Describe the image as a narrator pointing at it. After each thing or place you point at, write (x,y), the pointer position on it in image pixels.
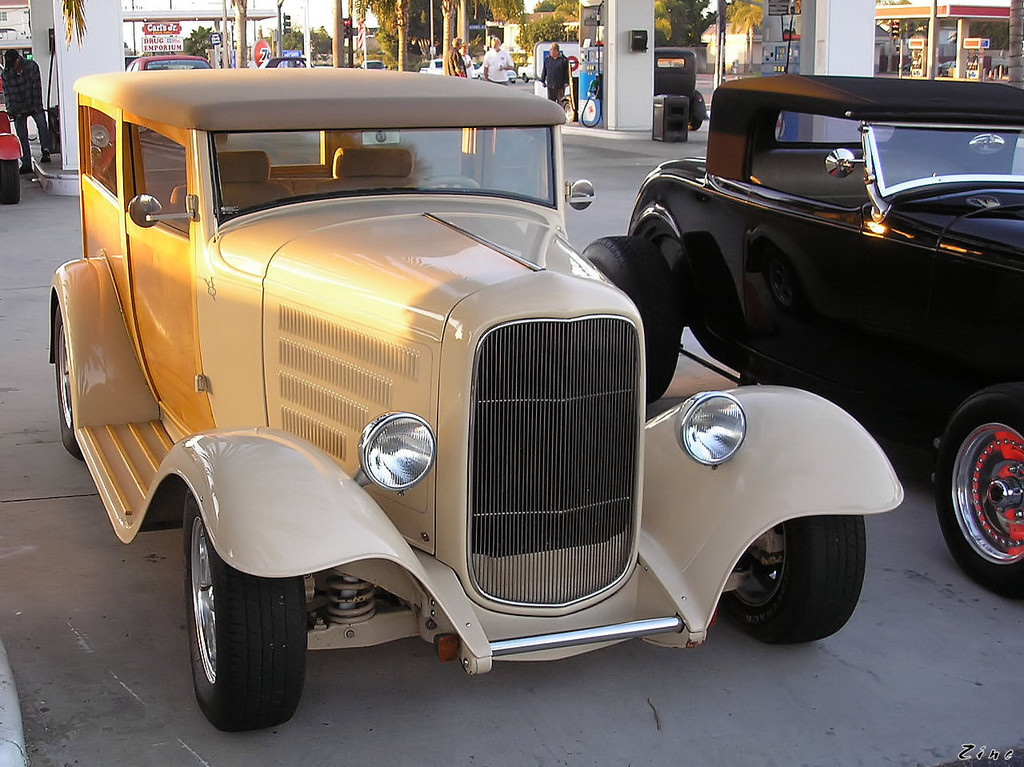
In the center of the image (352,318) we can see the vehicles (162,277). In the background of the image (679,61) we can see the petrol bunks (894,14), vehicles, trees (447,26), boards (268,59), pillars (617,108), some people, building (8,19). At the top of the image (313,13) we can see the sky (251,32). At the bottom of the image (889,648) we can see the road (47,406).
